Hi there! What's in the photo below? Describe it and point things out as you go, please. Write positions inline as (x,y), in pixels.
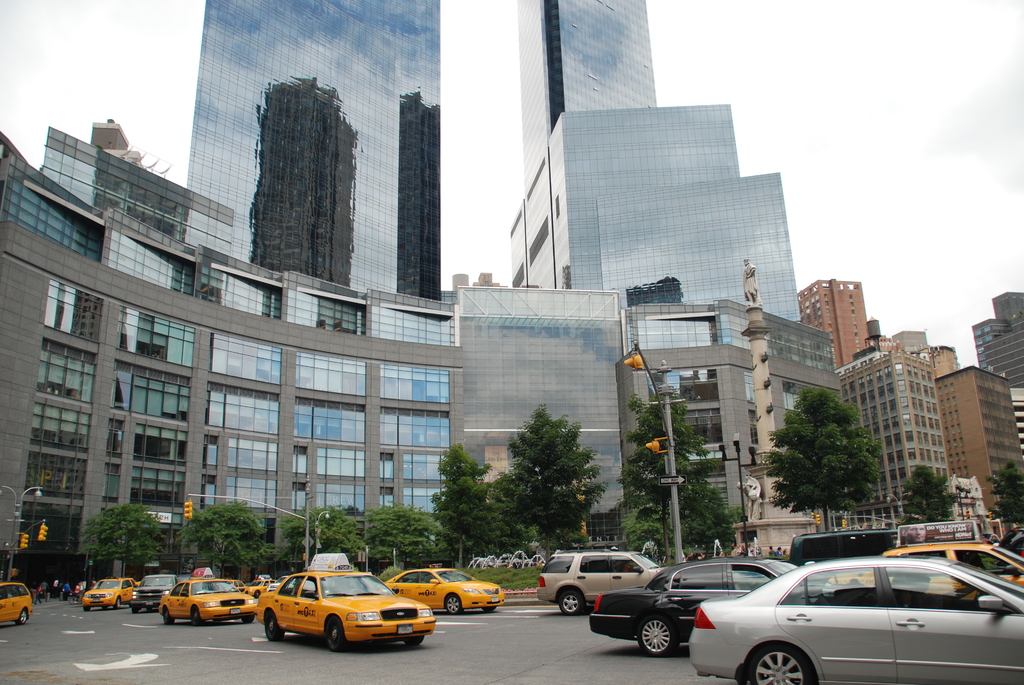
In this image at the bottom (353,653) there is a road (163,654), on the road (613,650) there are some vehicles (610,599) and in the center (639,364) there is a fountain (518,563), pole (669,436) and traffic signals (656,445). In the background (542,341) there are some buildings (579,404) and trees (314,510) and also there are some poles (16,523) and traffic signals (21,544). On the left side (83,589) there are some people (75,589) who are walking and on the right side (741,548) also some people (779,556) are walking. On the top of the image (799,119) there is sky (135,104).
